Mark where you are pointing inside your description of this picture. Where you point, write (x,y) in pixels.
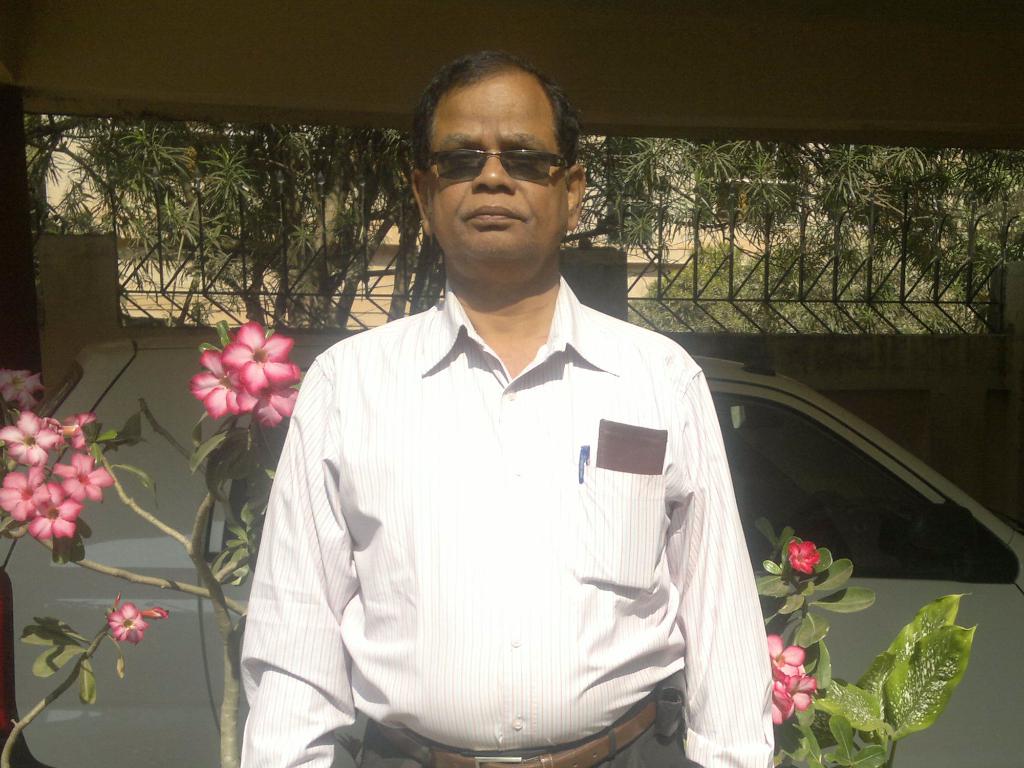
Here I can see a man (473,492) wearing a shirt (561,437), standing and giving pose for the picture. At the back of him there is a car (919,546) and few plants (60,516) along with the flowers (89,495). In the background (970,297) there is a window (935,291) to the wall (814,45). Through the window (229,260) we can see the outside view. In the outside there are many trees (288,277) and a building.
